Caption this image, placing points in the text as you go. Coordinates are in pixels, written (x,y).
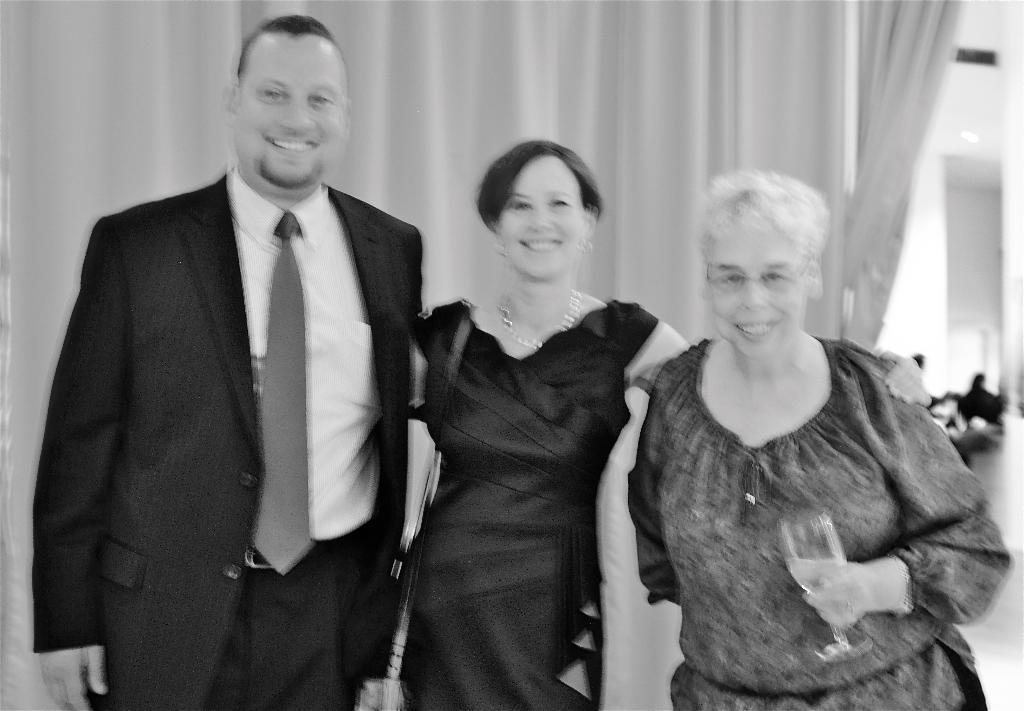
The picture is blurred. In the foreground of the picture (513,526) we can see three persons (413,413). In the background (350,41) there is curtain (740,87). On the right (959,406) we can see people (986,414) and wall (915,247).
